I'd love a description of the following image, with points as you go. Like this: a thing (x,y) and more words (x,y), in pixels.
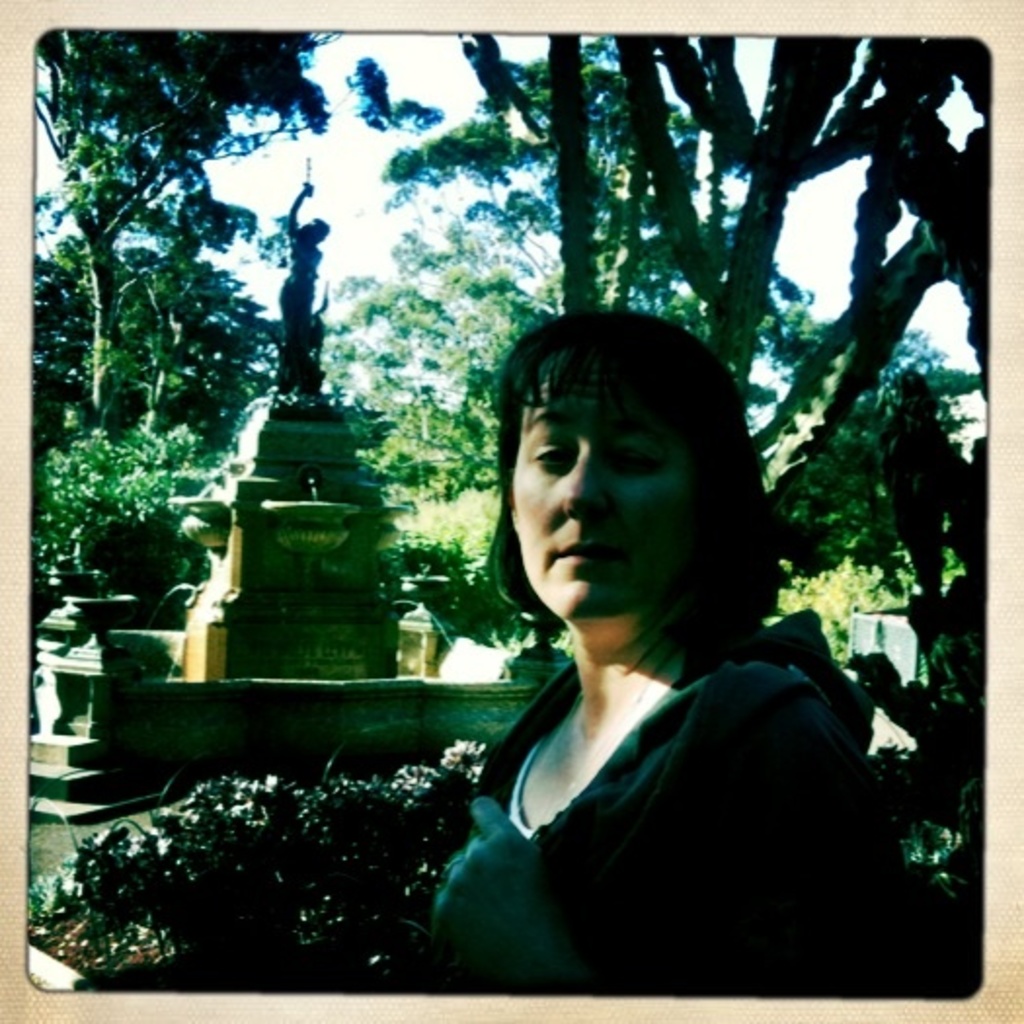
In the middle of the image (631,407) we can see a woman (712,605). Background of the image (168,331) there are some trees (60,422), plants (55,877) and there is a statue (308,173). At the top of the image (343,153) there is sky (243,195).
